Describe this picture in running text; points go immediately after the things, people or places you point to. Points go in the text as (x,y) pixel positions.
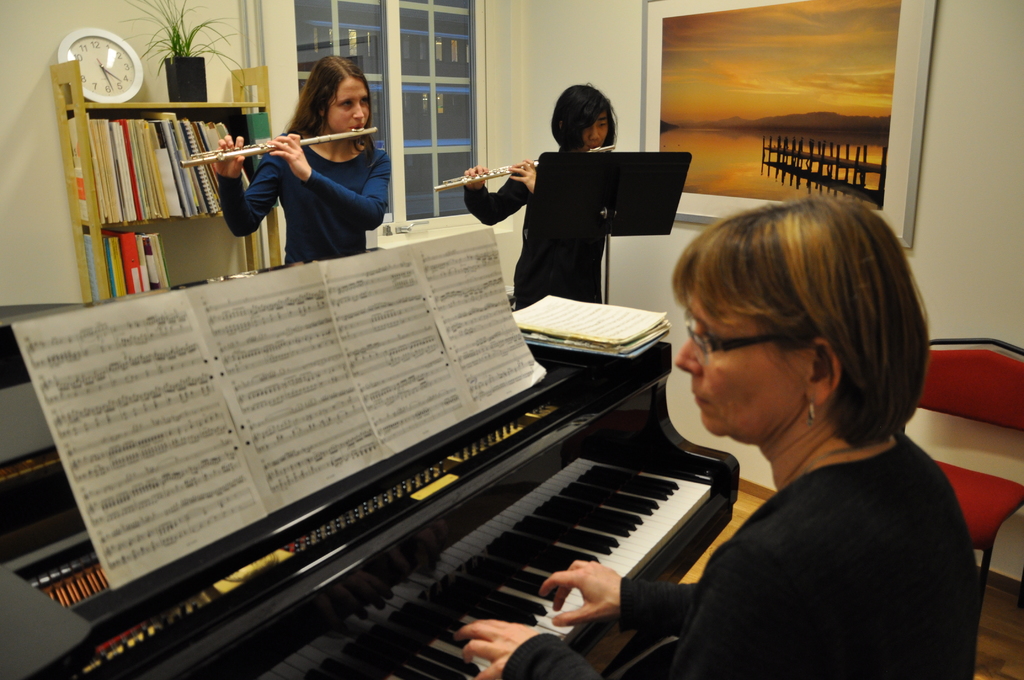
The picture is clicked inside a room (698,313), there is woman (835,430) in front (834,342) playing piano (514,550), in the background (320,227) there are two girls (578,135) playing flute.
